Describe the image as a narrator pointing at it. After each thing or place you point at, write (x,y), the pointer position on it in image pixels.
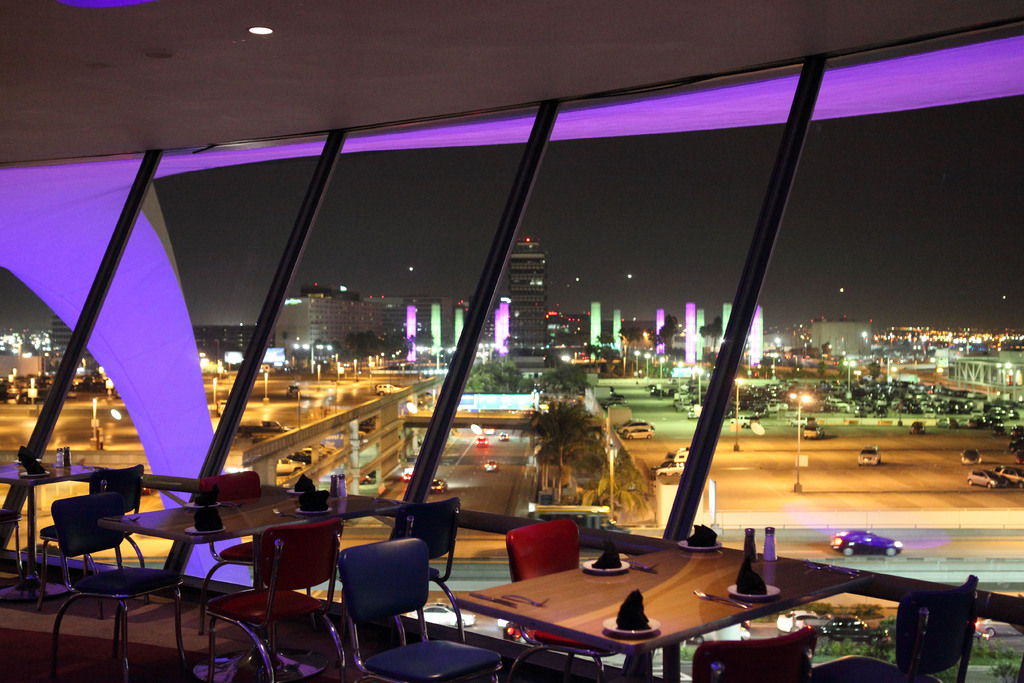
In this image I see the inside view of a building (922,68) and I see number of chairs (127,471) and tables (612,610) and on the tables (653,584) I see few things (633,596) and I see the light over here and through the glasses (721,331) I see the roads (736,453) on which there are number of cars (815,429) and I see number of poles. In the background (279,331) I see number of buildings (326,286) and I see the sky (323,212) which is dark and I see the lights (593,324).
